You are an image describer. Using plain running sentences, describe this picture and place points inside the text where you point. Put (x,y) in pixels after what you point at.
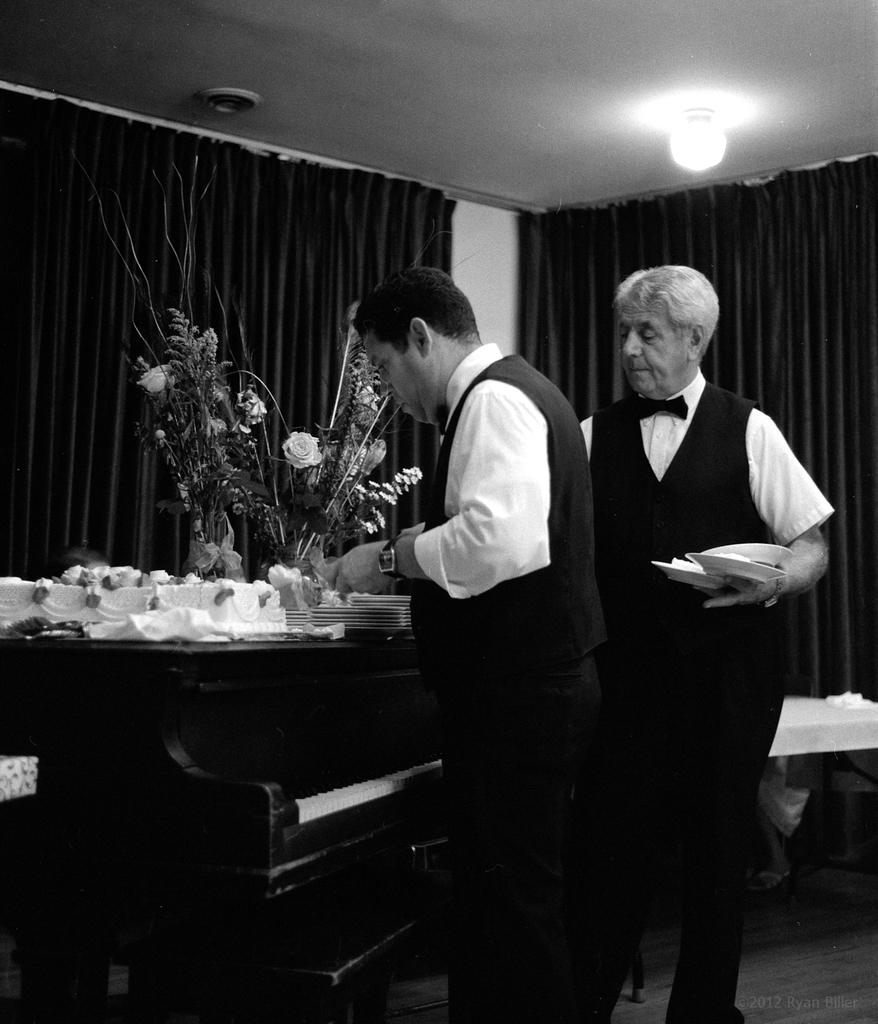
This is a black and white picture. Here we can see two persons (492,1003) are standing on the floor (807,972). This is piano (272,781). On the piano (280,726) there are plates (373,604) and a flower vase (377,459). On the background (307,254) there is a curtain (759,268) and this is light (707,132).
